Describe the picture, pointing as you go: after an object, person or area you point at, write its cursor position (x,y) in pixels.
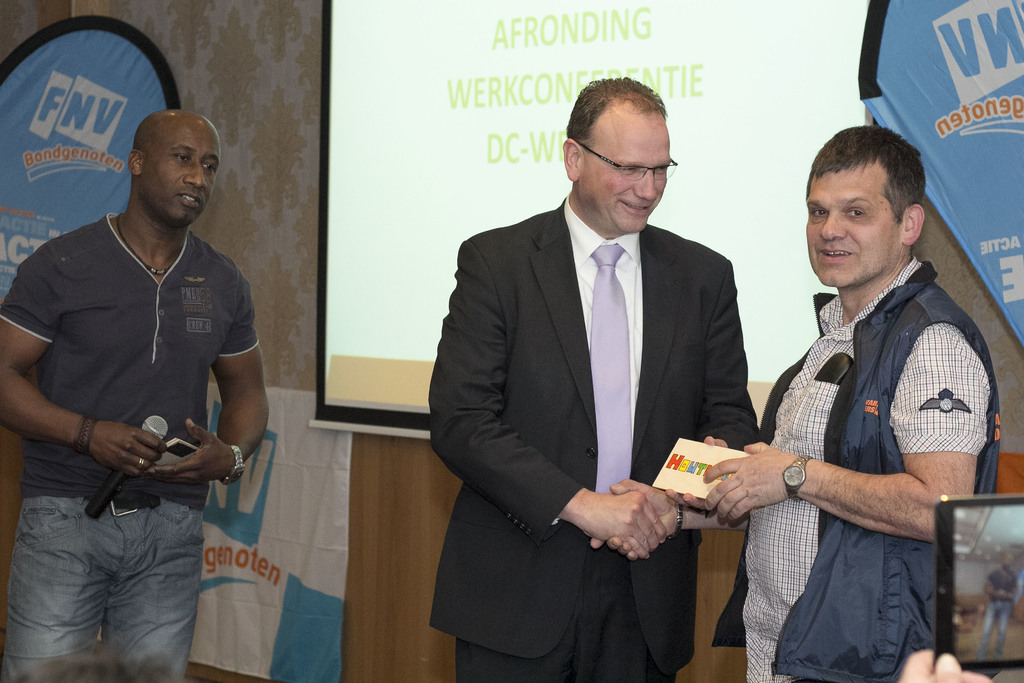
In this picture there is a person (109,371) standing and holding a mic (115,480) and some other objects (181,444) in his hands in the left corner (24,431) and there is a person (550,363) wearing suit (555,378) is standing and shaking his hand (657,510) with another person (660,511) beside him and there is a person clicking a picture in the tab (986,566) in the right corner (977,557) and there is a projected image (612,50) in the background (593,51).
